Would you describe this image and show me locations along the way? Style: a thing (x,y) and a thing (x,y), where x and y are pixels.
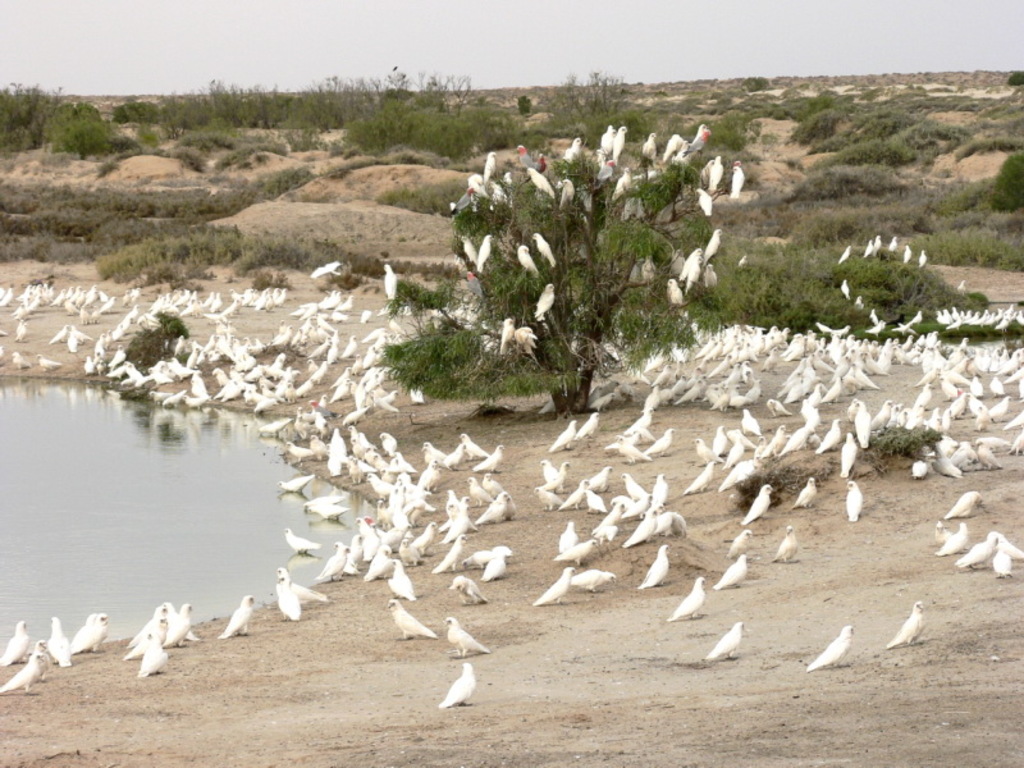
In this image we can see many birds (549,472). We can also see the soil (623,704), water (274,581), tree (515,386), grass (185,224) and also the sky (463,36).
